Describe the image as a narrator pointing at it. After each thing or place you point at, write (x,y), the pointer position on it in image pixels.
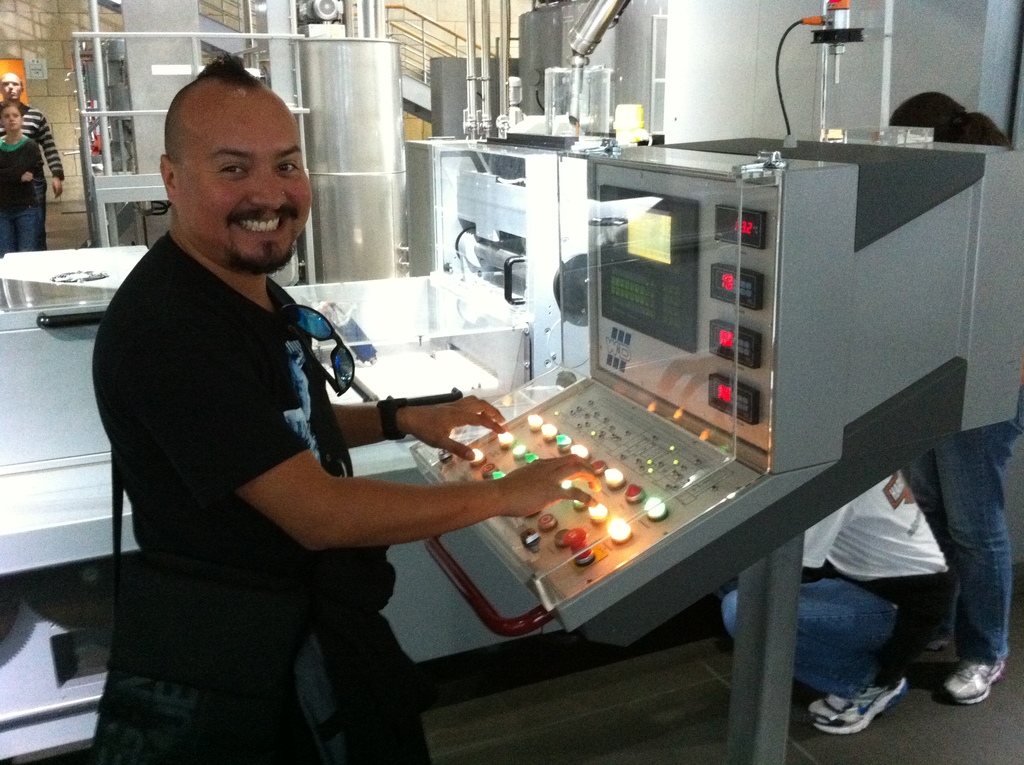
In this image I see a man (190,354) over here who is smiling and I see a machine (596,245) over here on which there are buttons (596,516) and I see the lights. In the background (596,5) I see few equipment (593,49) and I see 4 persons (893,594) and I see the path (1005,731).
